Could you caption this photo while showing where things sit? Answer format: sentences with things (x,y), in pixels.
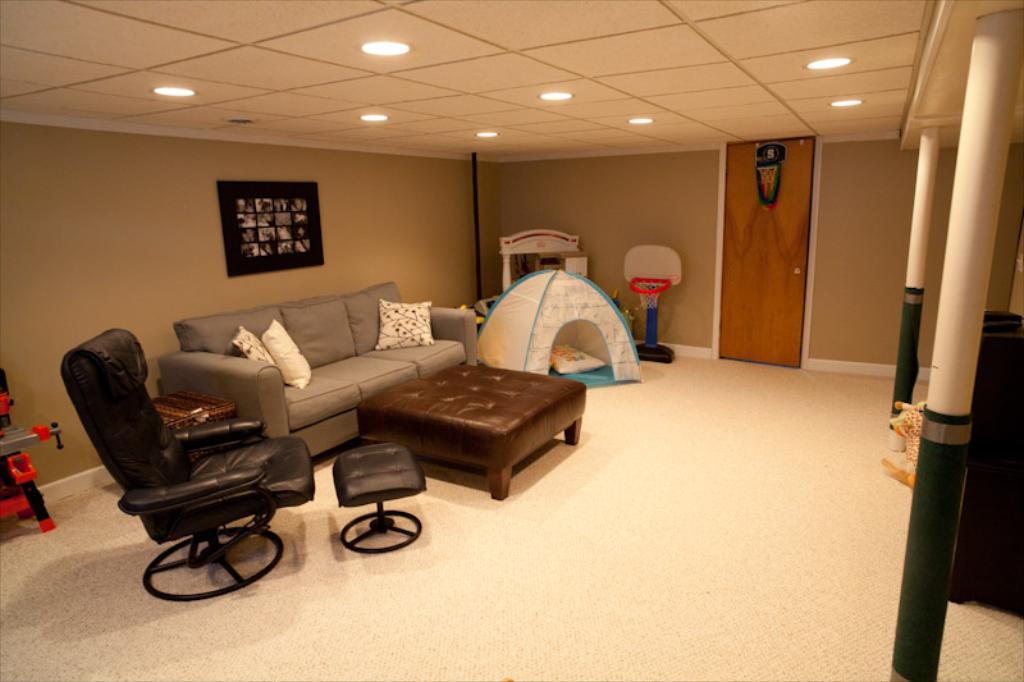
In this image we have a sofa (326,375), a chair (180,470) and a door (764,254) and ceiling (548,127). Behind the sofa (334,324) we have a wall (212,219) with a wall photo (276,233) on it.
